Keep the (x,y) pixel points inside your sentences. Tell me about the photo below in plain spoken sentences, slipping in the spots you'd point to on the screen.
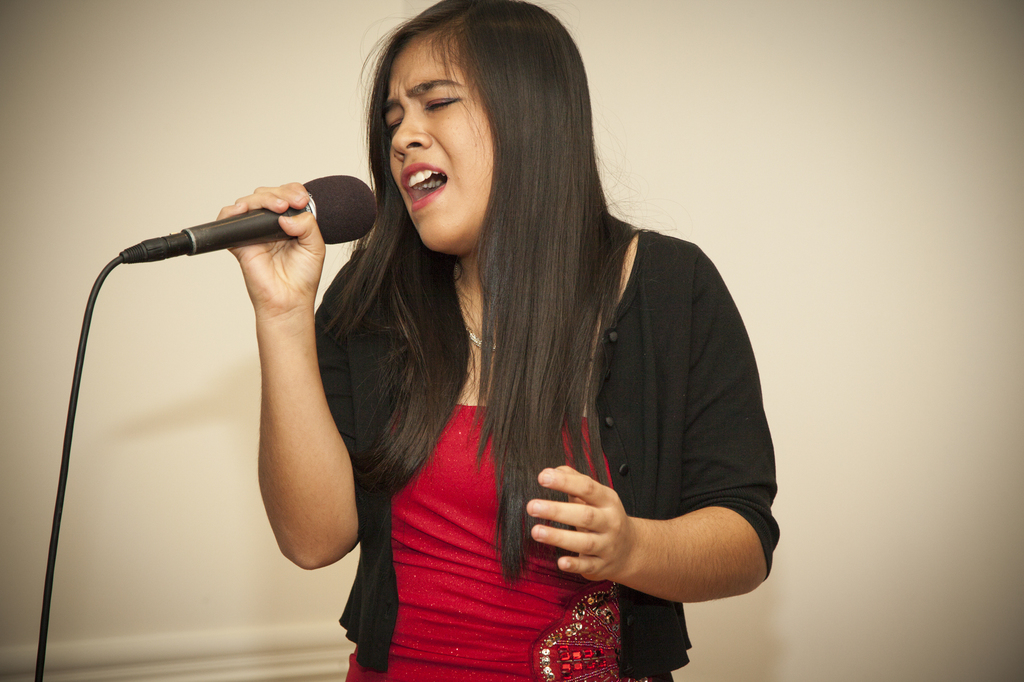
In this image I can see a woman (525,496) is holding a mic (364,230). I can also see she is wearing a shrug (634,362).
